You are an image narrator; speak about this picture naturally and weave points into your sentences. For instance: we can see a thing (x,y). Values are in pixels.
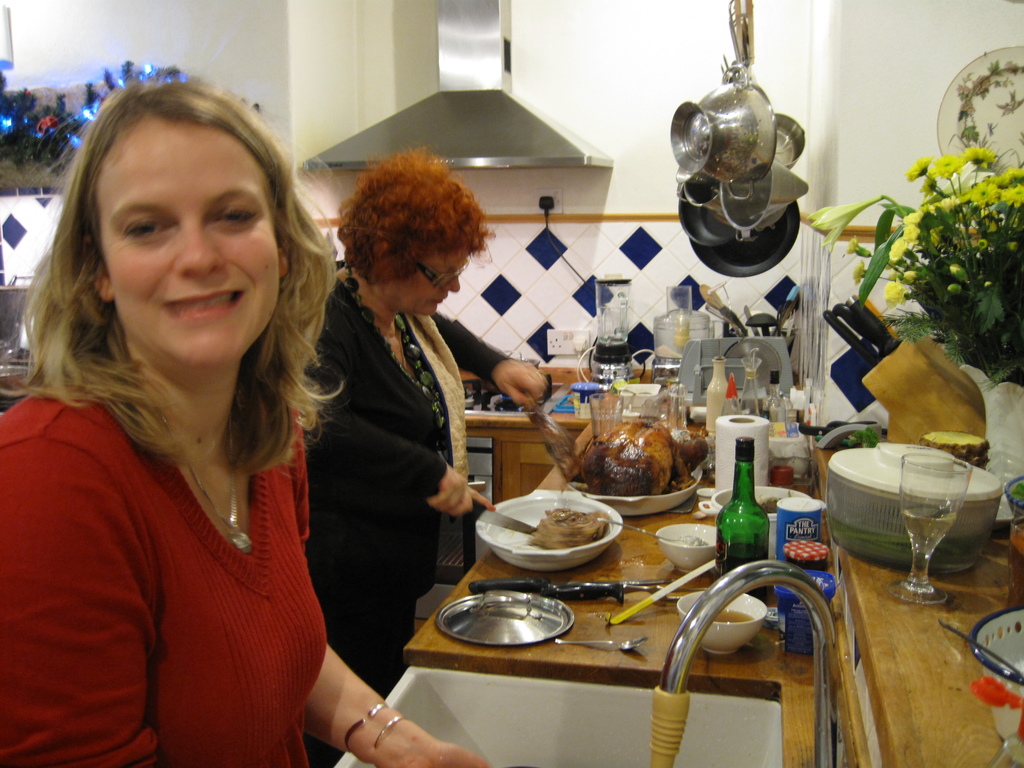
As we can see in the image there is a white color wall (709,33), sink (558,722) and tap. There are two persons (237,472) standing, bowls (772,512), dishes (771,497), bottles (771,405), tiles (635,319), decorative items (32,109) and yellow color flowers (944,210). The woman (200,220) standing in the front (167,428) is wearing red color dress (217,716) and the woman (438,257) beside her is wearing black color dress (411,407).
